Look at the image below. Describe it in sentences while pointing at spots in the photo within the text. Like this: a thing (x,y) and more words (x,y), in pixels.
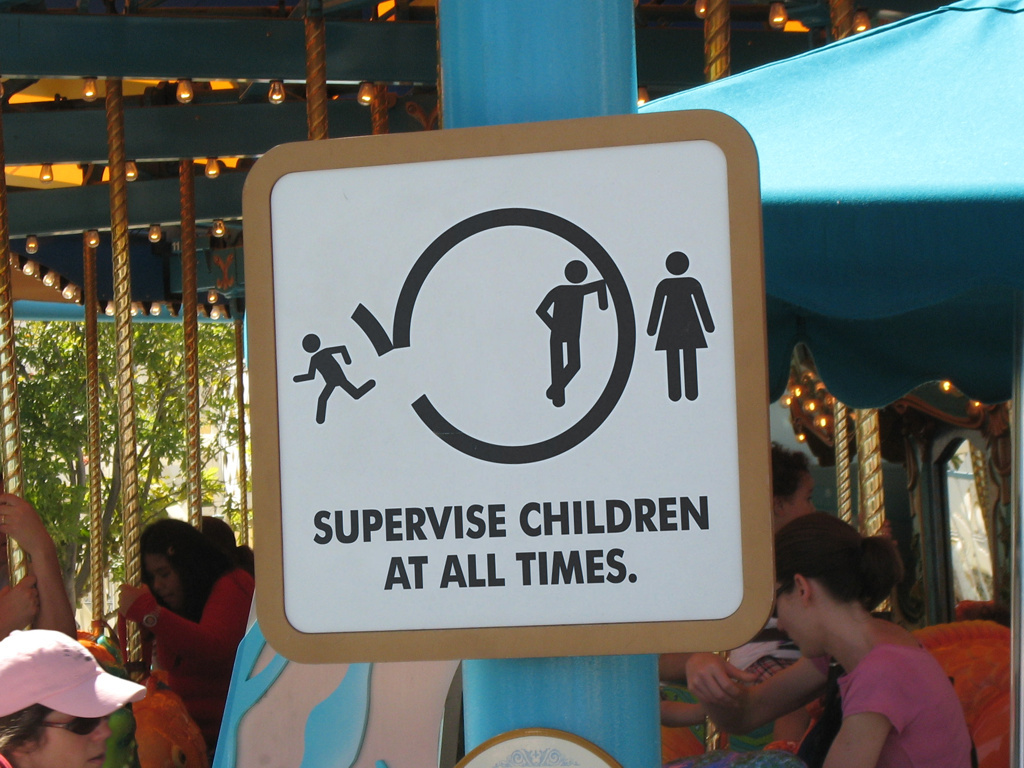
In this picture in the front (584,710) there is a pole (567,711). On the pole (596,690) there is a board (504,497) with some text (504,525) written on it. In the background (853,629) there are persons (827,658), there are lights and there is a tent (878,174) which is blue in colour and there are trees (145,450).
